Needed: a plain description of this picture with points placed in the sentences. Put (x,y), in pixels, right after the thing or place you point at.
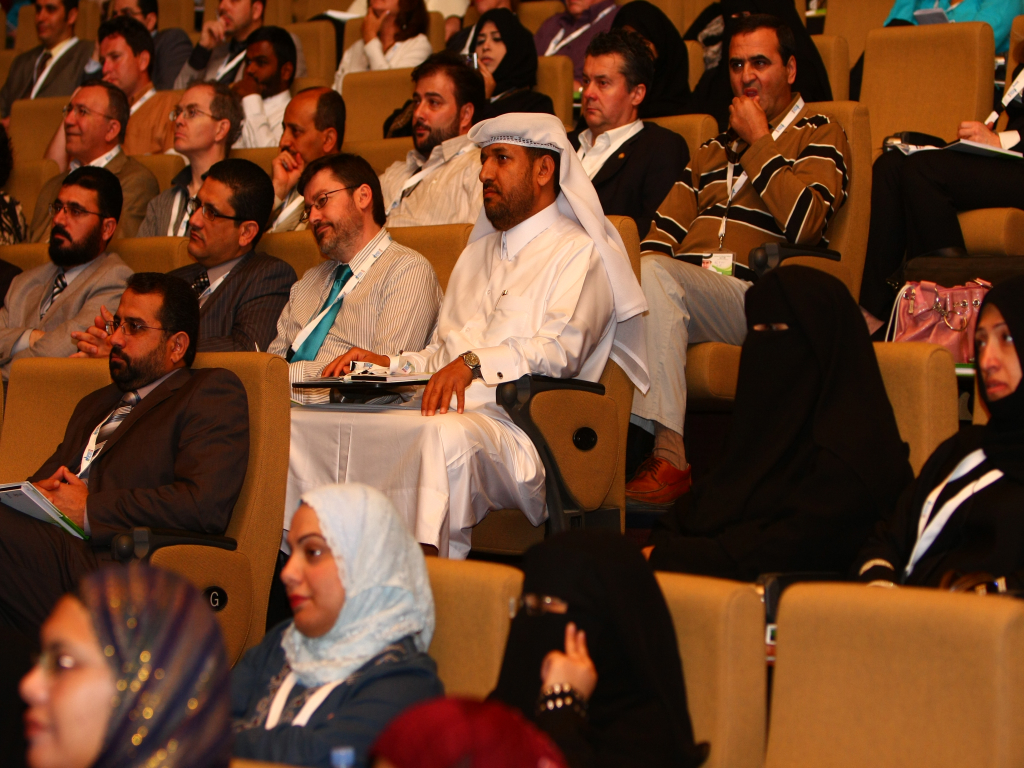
In this image, there are a few people (462,326) sitting on chairs (298,1).
